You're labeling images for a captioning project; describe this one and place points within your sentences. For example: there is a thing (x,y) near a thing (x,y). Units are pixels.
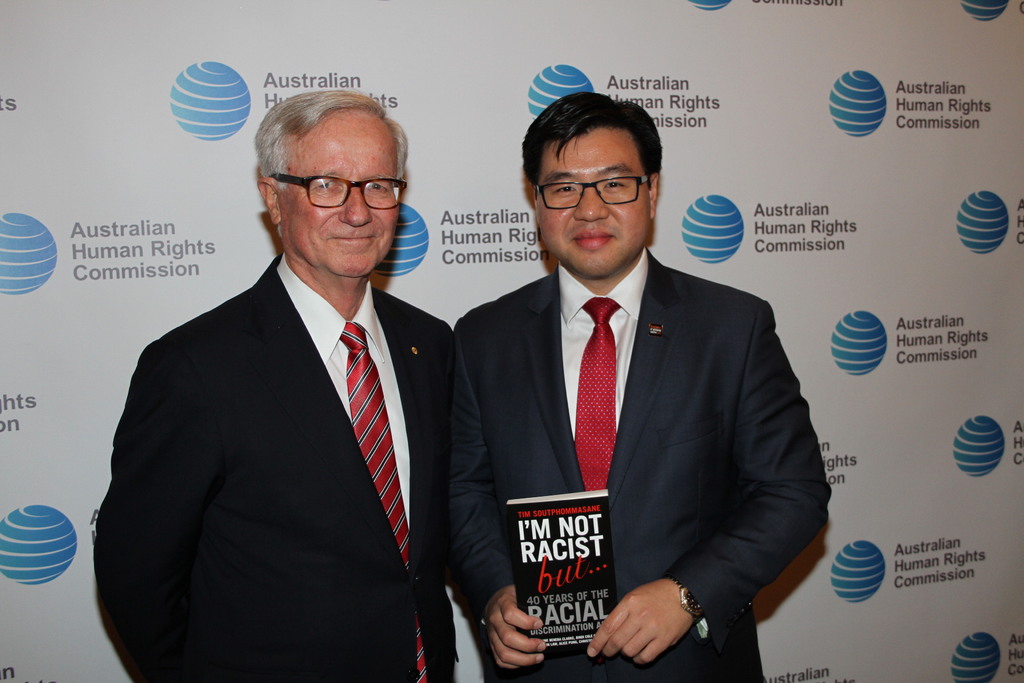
On the left side (281,329), there is a person (259,410) in a suit (260,350), wearing a spectacle (343,193), smiling and standing. On the right side (684,466), there is another person (693,305) in a suit (681,465), wearing a spectacle (619,187), smiling, holding a book (528,511) and standing. In the background (790,157), there is a banner (810,51). And the background (92,346) is white in color.
